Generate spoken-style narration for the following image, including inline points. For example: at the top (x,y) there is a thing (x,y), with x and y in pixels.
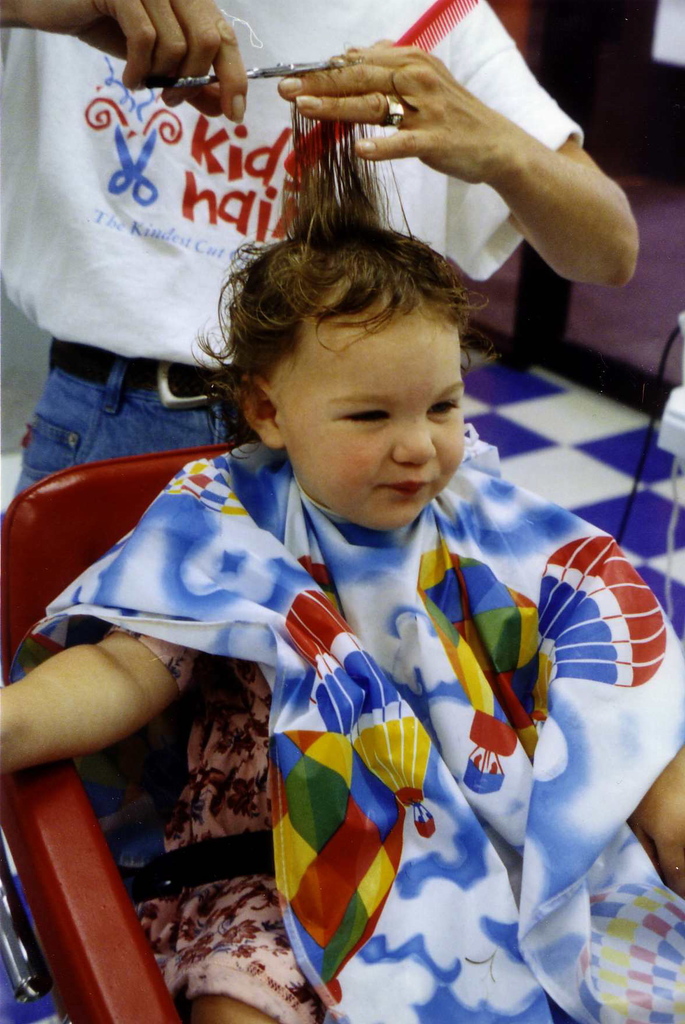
There is a kid (350,293) sitting on the chair (50,874) and wore cloth (315,745), behind this kid (277,366) there is a person (142,228) standing and holding scissors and hair (344,172) and we can see floor (571,464).
